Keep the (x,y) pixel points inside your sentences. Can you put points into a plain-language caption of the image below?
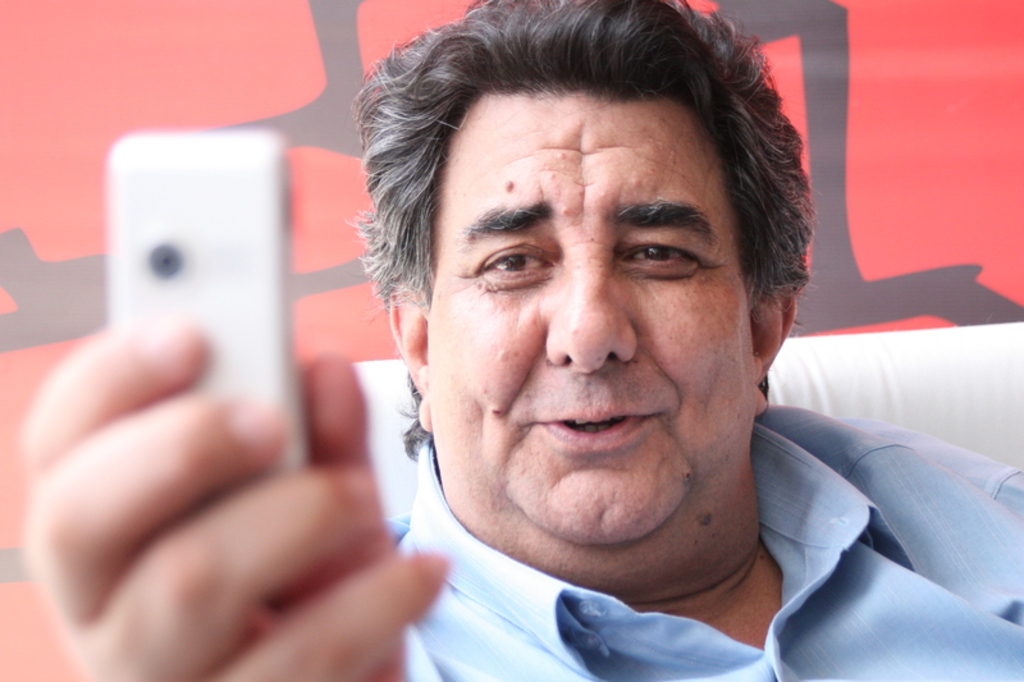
A person (546,536) wearing a blue shirt (707,673) is holding a mobile (174,256). In the background (168,89) it is red wall (784,52).
